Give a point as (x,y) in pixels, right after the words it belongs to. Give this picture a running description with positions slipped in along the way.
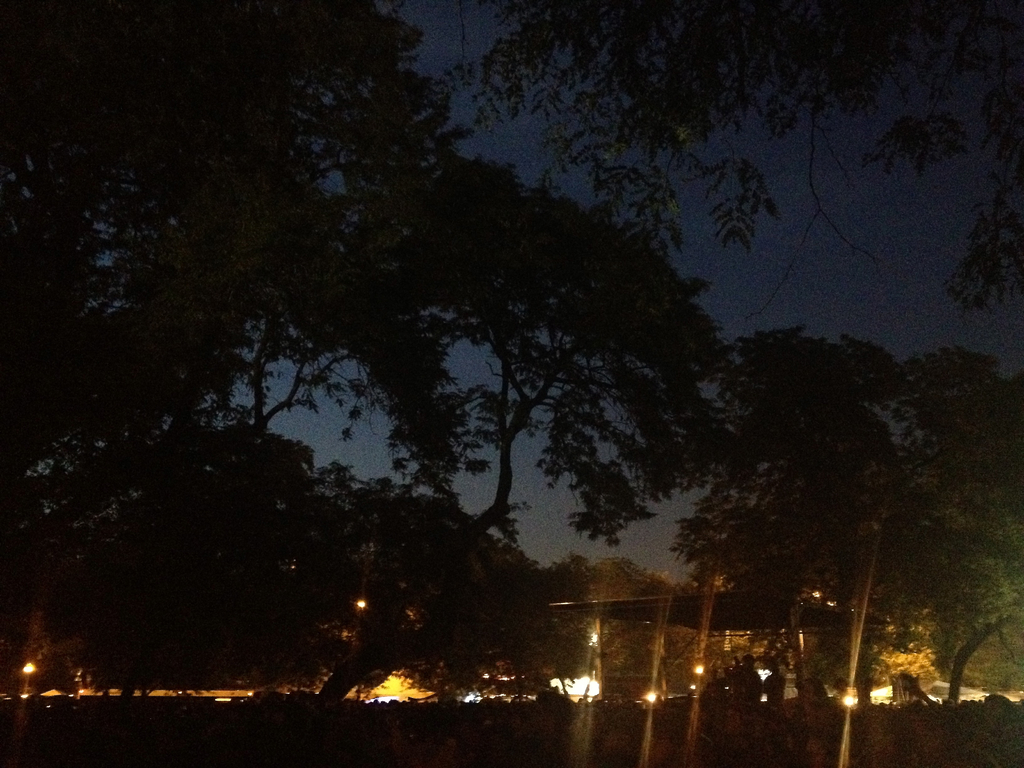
As we can see in the image there are trees (204,131), houses (713,617), light (589,684) and sky (822,141). The image is little dark.
